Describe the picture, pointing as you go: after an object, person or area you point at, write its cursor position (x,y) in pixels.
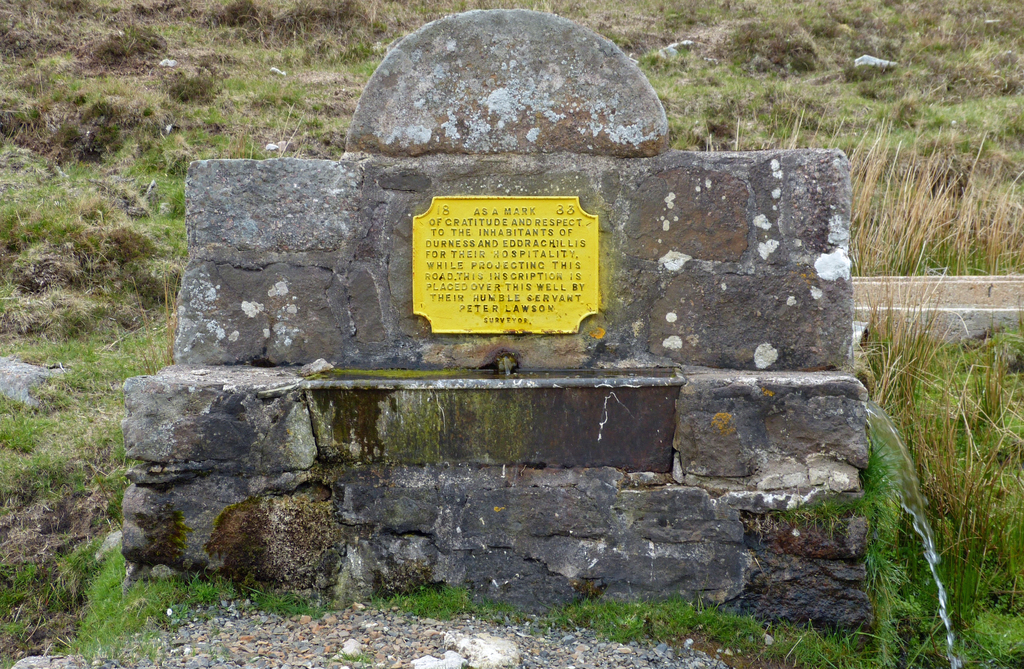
In this picture there is a stone (673,278) in the center (655,278). On the stone (530,343), there is a board (494,255). On the board (492,248), there is some text (481,273) engraved on it. In the background (149,61) there is grass (883,487) and plants (920,482).
